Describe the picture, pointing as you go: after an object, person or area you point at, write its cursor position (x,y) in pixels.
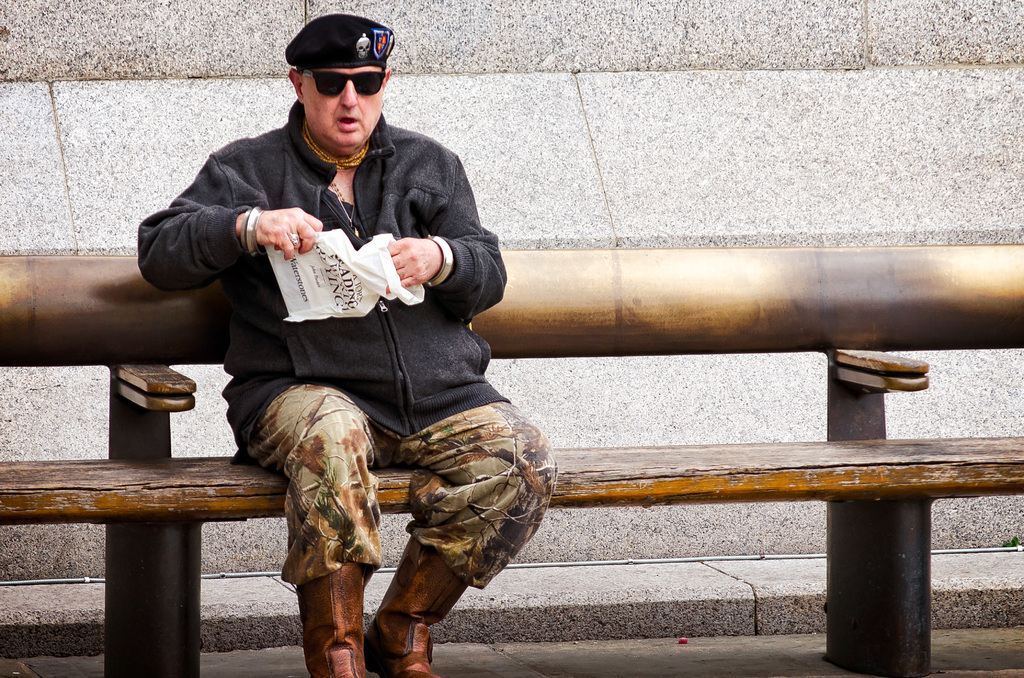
In this image we can see a person (345,400) sitting on the bench (500,351) and holding an object (365,297). We can see a wall (720,379) in the image.
